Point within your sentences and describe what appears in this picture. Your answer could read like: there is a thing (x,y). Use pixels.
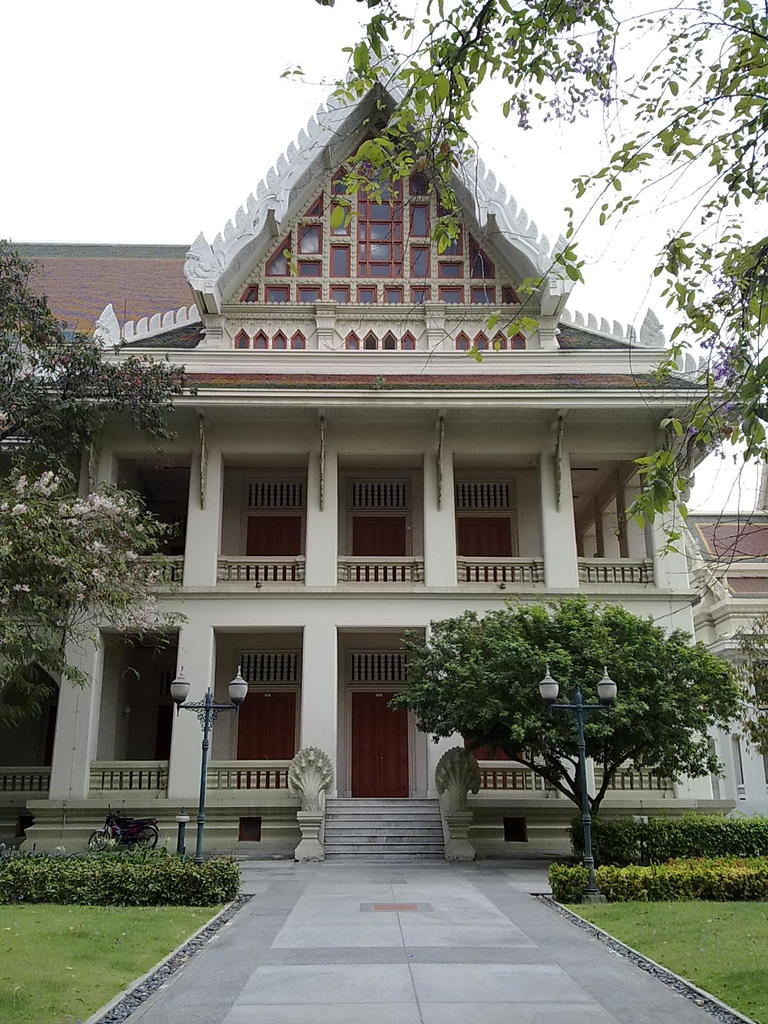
In this picture we can see grass (618,906), plants (581,866), trees (479,624), flowers (153,575), path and light poles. In the background of the image (283,604) we can see building (312,707), steps (414,829), house (277,719), railings (15,768) and sky (173,115).
